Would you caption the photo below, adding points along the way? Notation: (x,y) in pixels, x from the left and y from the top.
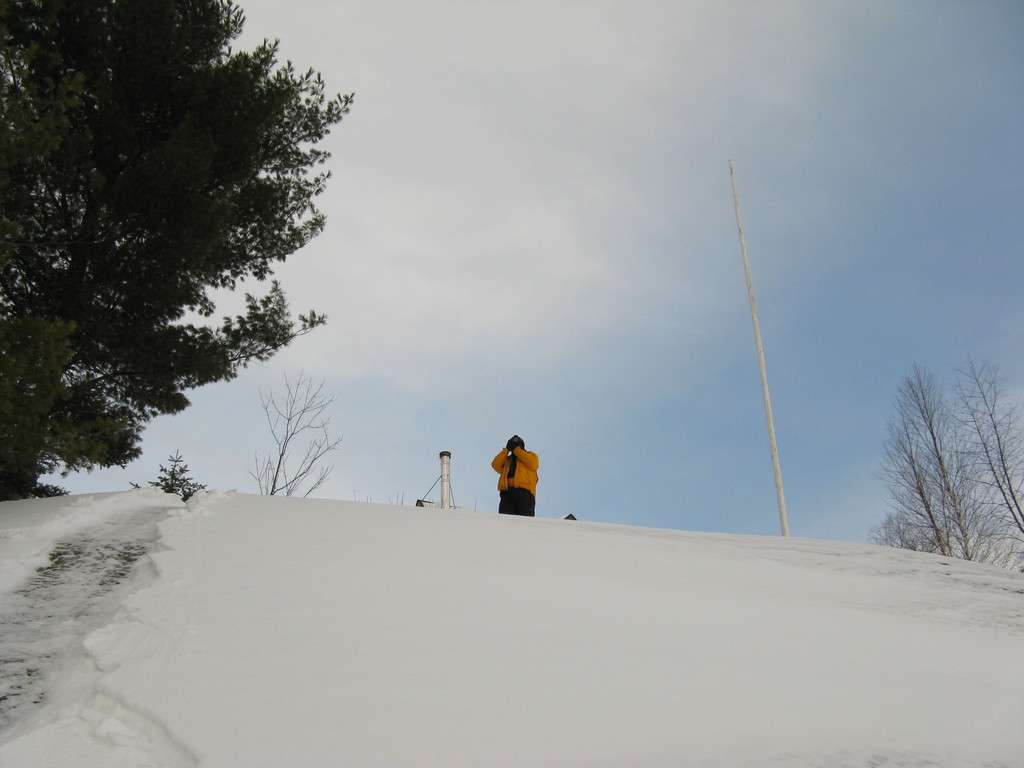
In this picture I can observe a person (511,470) standing, wearing yellow color jacket (520,487). There is snow (331,695) on the land (328,612). I can observe white color pole (758,320) on the right side (763,365). On the left side (182,203) there is a tree (101,204) and I can observe some dried trees (962,517) on the right side (932,477). In the background (459,163) there is a sky (517,256) with some clouds (512,201).
